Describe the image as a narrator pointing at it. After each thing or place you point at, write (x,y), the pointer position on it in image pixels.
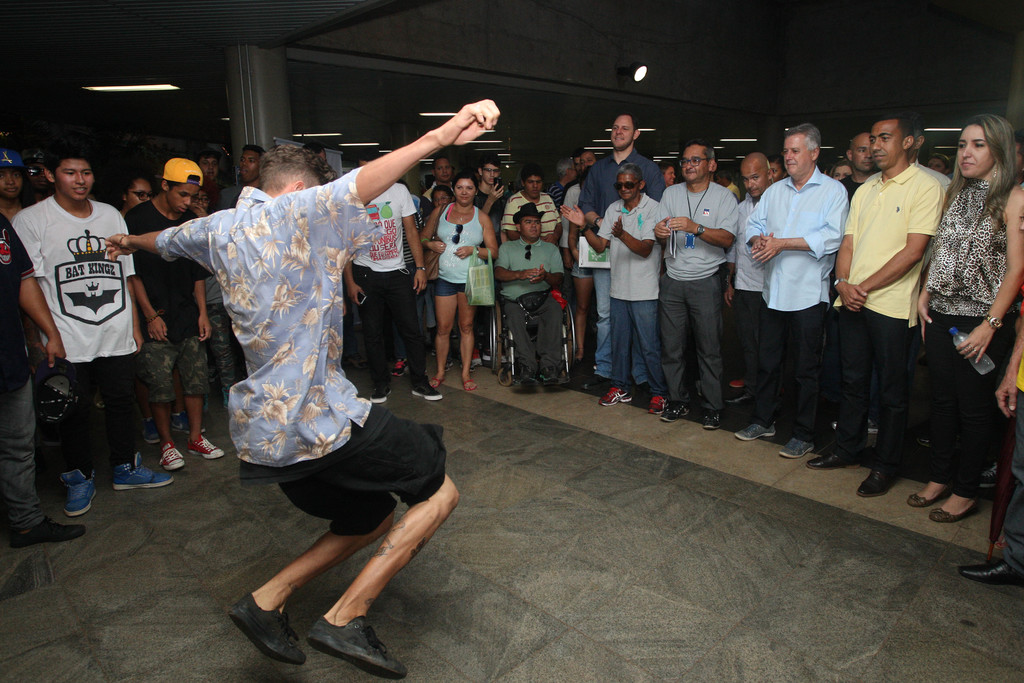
In this image we can see a person (265,306) wearing blue color floral shirt (277,385), black color short (364,510), shoes (315,630) dancing on the floor (261,565) and there are some persons (421,282) standing around him and cheering and in the background of the image (737,14) there is a wall (481,63) and lights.
